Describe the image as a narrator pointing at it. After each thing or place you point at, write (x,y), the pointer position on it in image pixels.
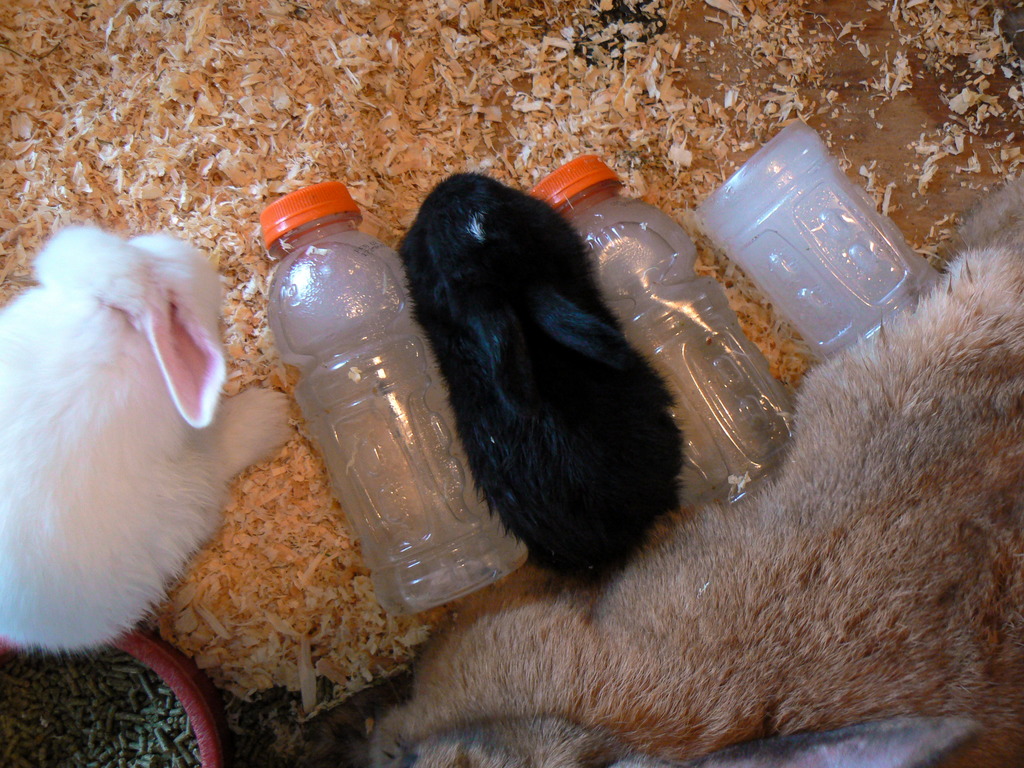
In this image, there are two rabbits (607,383) and three bottles (434,503). To the left (121,715), there is a pot (123,707), in which grains (129,721) are placed. At the bottom (912,664), there is a animal (874,697).
